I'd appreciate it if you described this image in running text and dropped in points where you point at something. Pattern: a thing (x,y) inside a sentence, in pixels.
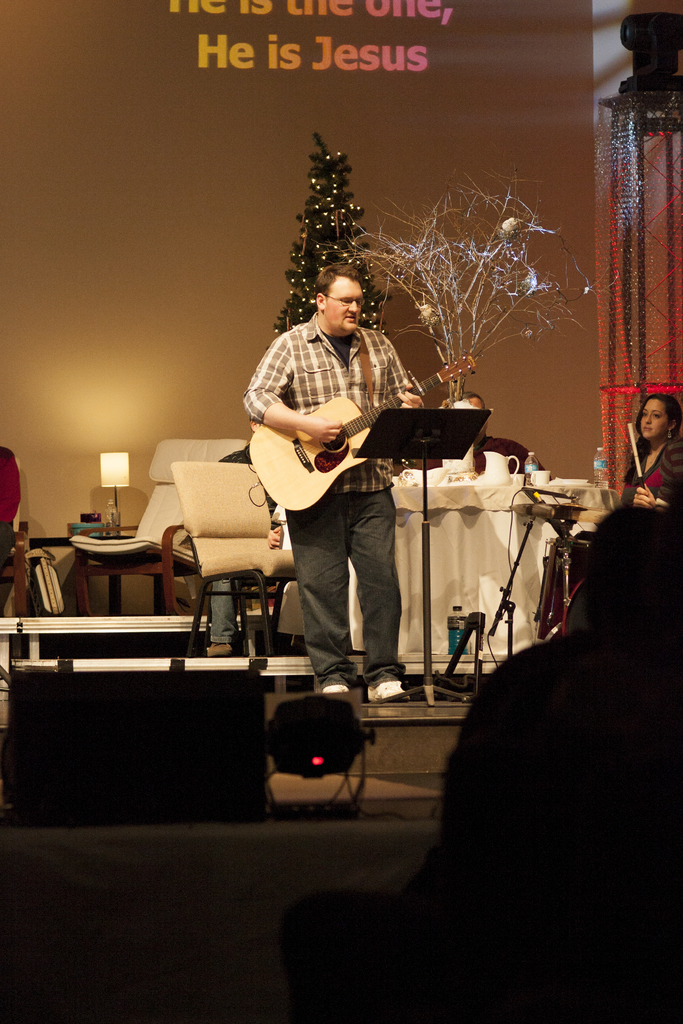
As we can see in the image, there are many persons (358,503). The person (371,504) who is standing here is holding guitar (358,444) in his hand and singing a song. Behind him there is a chair (260,524) and a table (464,515). On table (510,511) there is a plant (524,322) and mug (507,475). Behind them there is a screen (294,152).
